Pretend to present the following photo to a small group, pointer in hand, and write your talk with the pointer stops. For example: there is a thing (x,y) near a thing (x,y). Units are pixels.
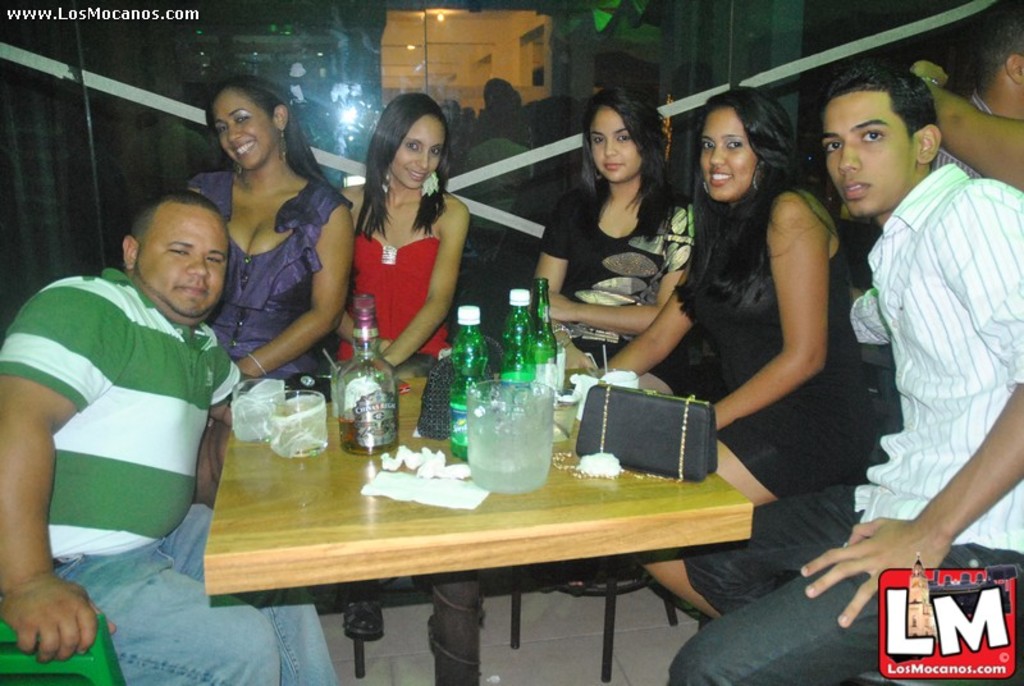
In this picture a group of people (103,371) they have a table (347,537) in front of them there is ice bucket (511,385), glasses (236,421), there is a wine bottles (457,420) and some chairs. There is a hand bag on the table (211,569) and in the background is window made of glass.
